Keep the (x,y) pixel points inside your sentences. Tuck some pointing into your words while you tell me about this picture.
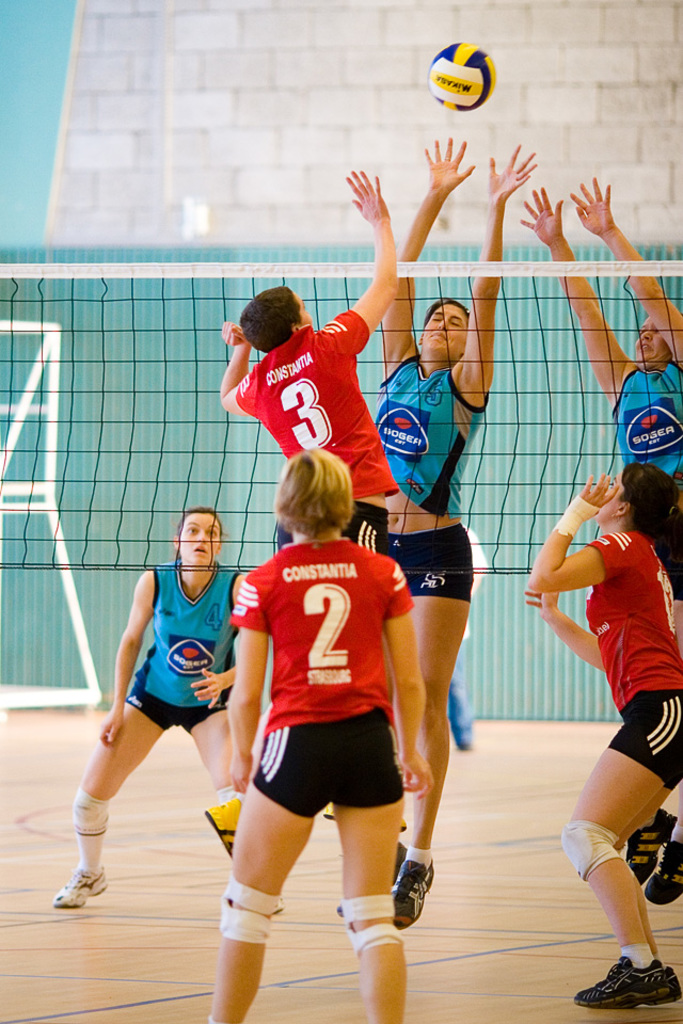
In this picture I can see there are few people (420,779) playing volleyball and there is a net (38,375) in between and there are few people (426,618) standing behind the net (585,427), they are wearing blue jersey (400,467). The persons (624,598) in front of the net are wearing red color jersey (343,621). In the backdrop (49,78) I can see there is a blue color wall (49,117).
